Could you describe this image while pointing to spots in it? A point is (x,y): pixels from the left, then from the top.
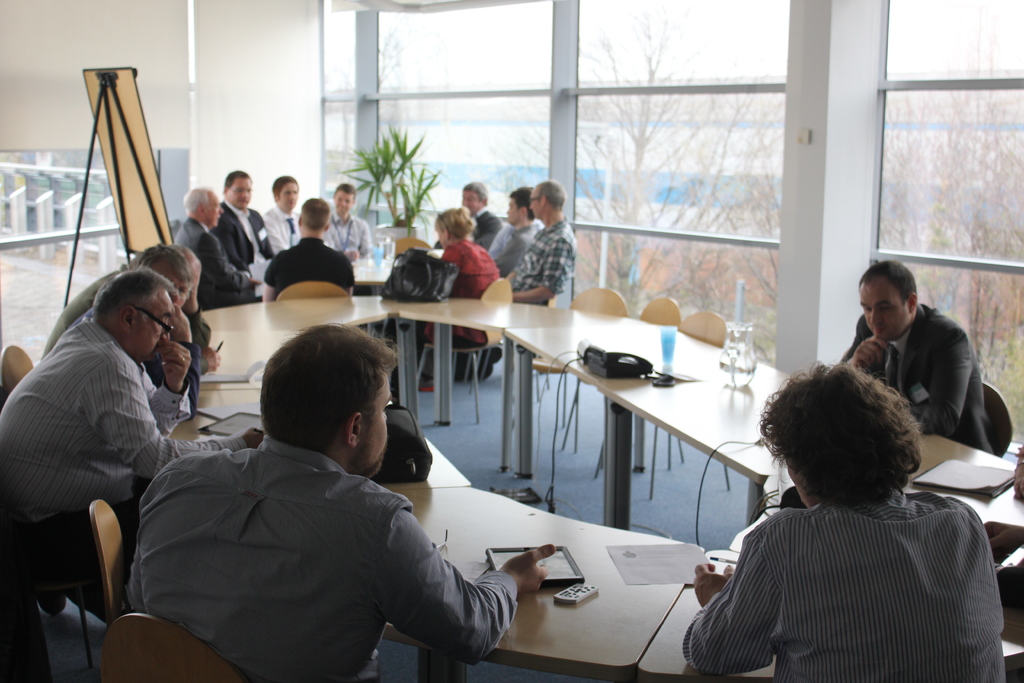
As we can see in the image there is a white color wall (197,76), windows (534,134) and in the outside there are trees (638,240). There is a plant (394,151) over here. there are few people (175,606) sitting on chairs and there is a table (352,309). On table (588,614) there is a remote (564,592), tablet (557,561), paper (641,562), a glass (669,366), mug (735,351) and a telephone (638,361).
